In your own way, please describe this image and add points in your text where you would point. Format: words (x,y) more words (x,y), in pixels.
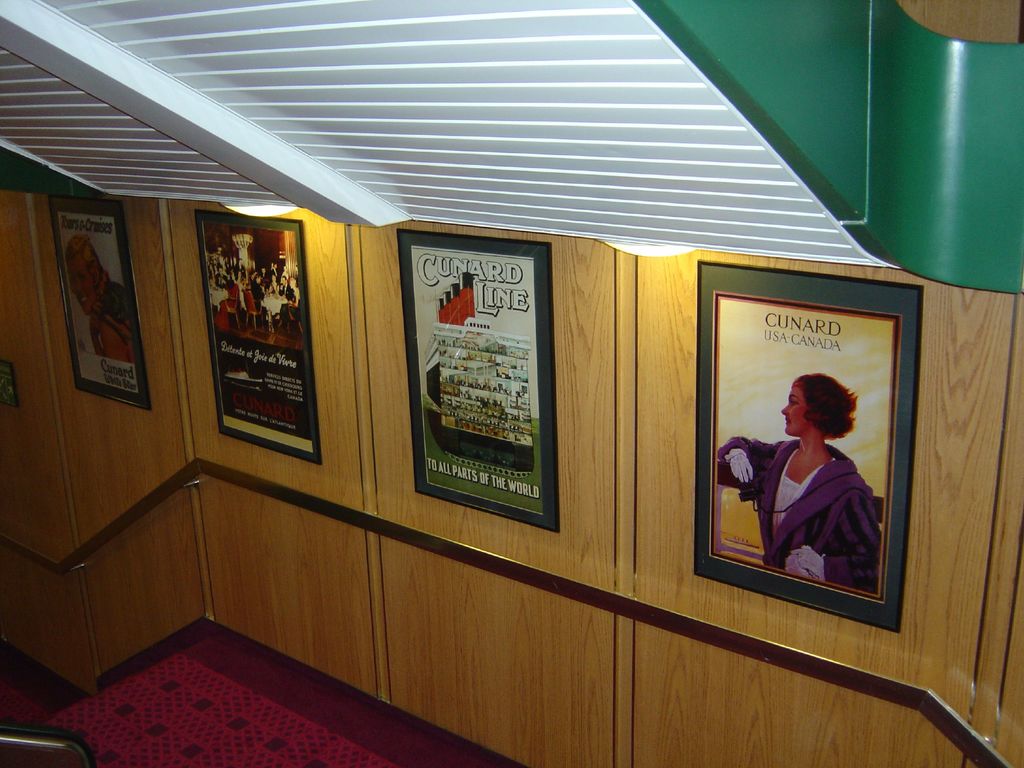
This image looks like it clicked inside the building (319,422). At the bottom (201,701), we can see a floor mat (116,717) in red color. In the front (841,339), there is a wall (230,558) on which there are four frames (724,560). At the top (347,117), there is a roof (478,172) in white color. On the left (78,553), we can see a metal rod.
